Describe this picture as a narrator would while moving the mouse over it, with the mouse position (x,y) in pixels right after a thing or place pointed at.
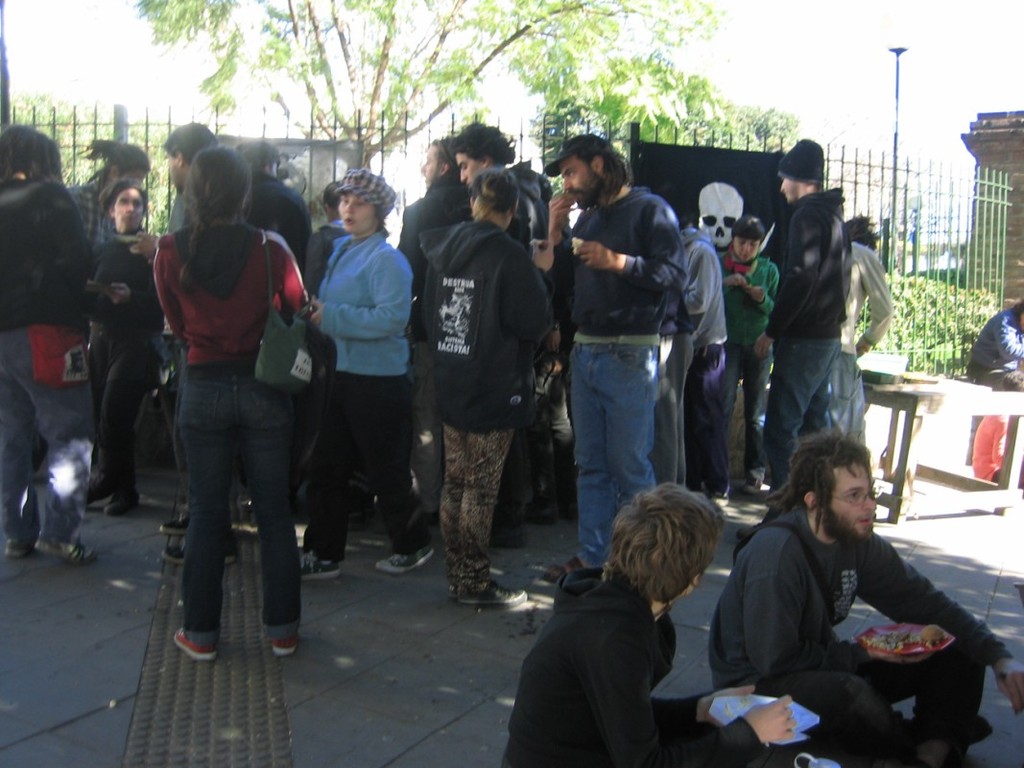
In this picture we can see a group of people (536,444) standing on the ground (548,590), table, banner (782,218), fence (883,174), trees (602,79), pole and some people (858,671) are sitting and holding plates (889,628) with their hands (769,740) and in the background (794,91) we can see the sky (903,208).
